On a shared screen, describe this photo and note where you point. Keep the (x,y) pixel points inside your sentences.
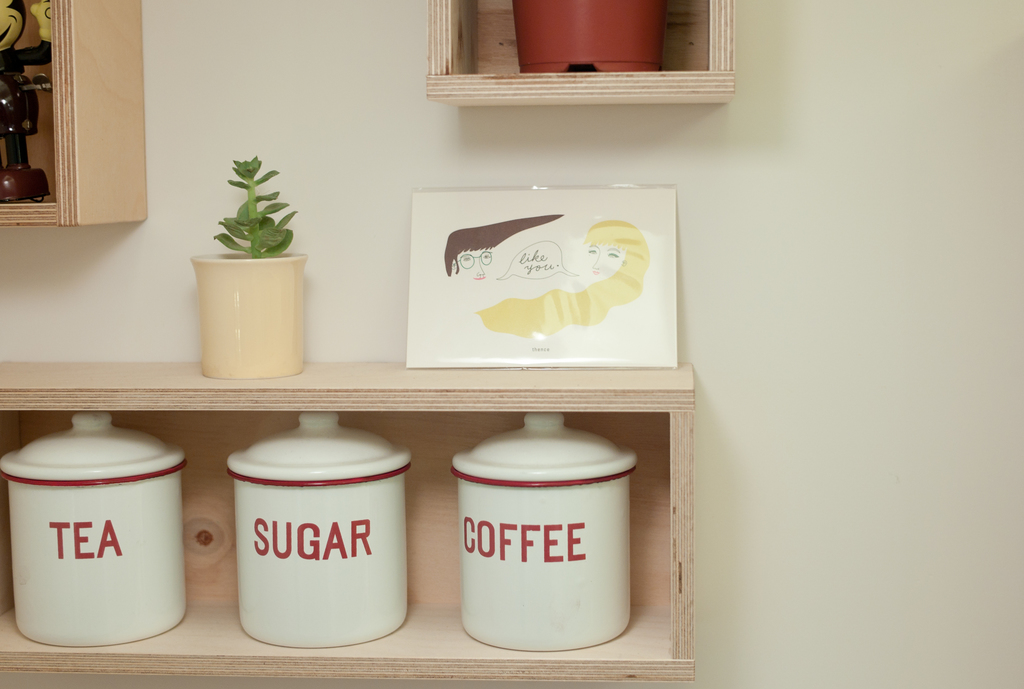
In this image I can see a rack (337,396) which is made of wood (350,387) which is cream in color and in it I can see few containers (316,539) which are cream and red in color, a flower pot (240,287) with a plant (256,238) in it and a white colored paper (518,273) with painting (540,252) on it. I can see the white colored wall (866,218) and few wooden racks (640,76) to it and on the racks (687,45) I can see a flower pot (601,35) and a toy (48,87).
